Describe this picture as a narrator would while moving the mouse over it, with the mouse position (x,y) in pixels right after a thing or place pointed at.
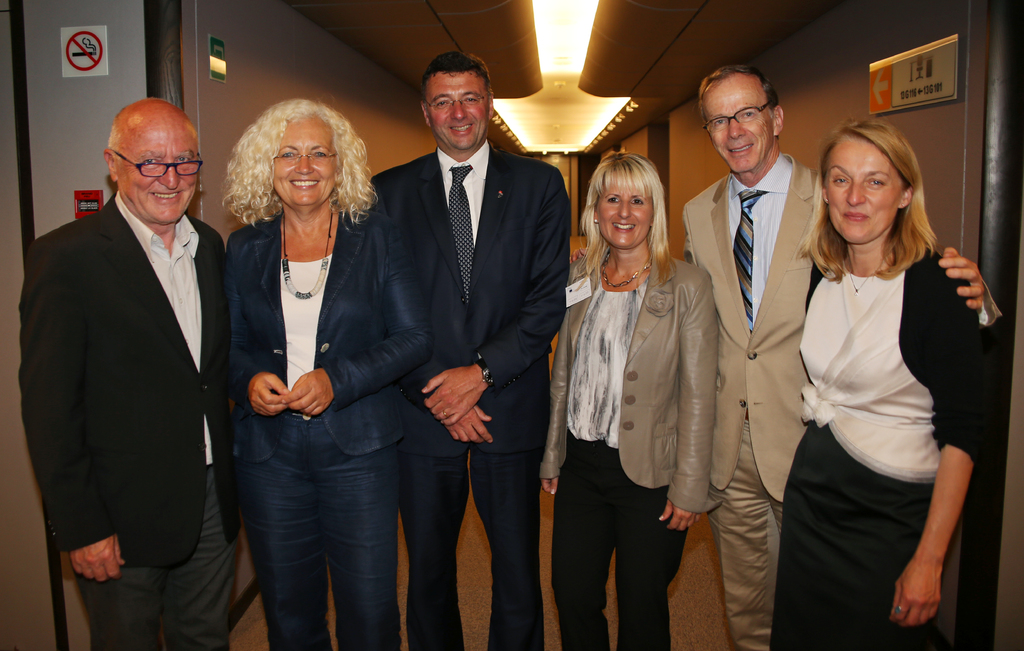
In this image I can see the group of people (386,410) with different color dresses (498,490). In the background (562,68) I can see the boards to the wall (259,103) and there are the lights (560,50) in the top (547,69).
